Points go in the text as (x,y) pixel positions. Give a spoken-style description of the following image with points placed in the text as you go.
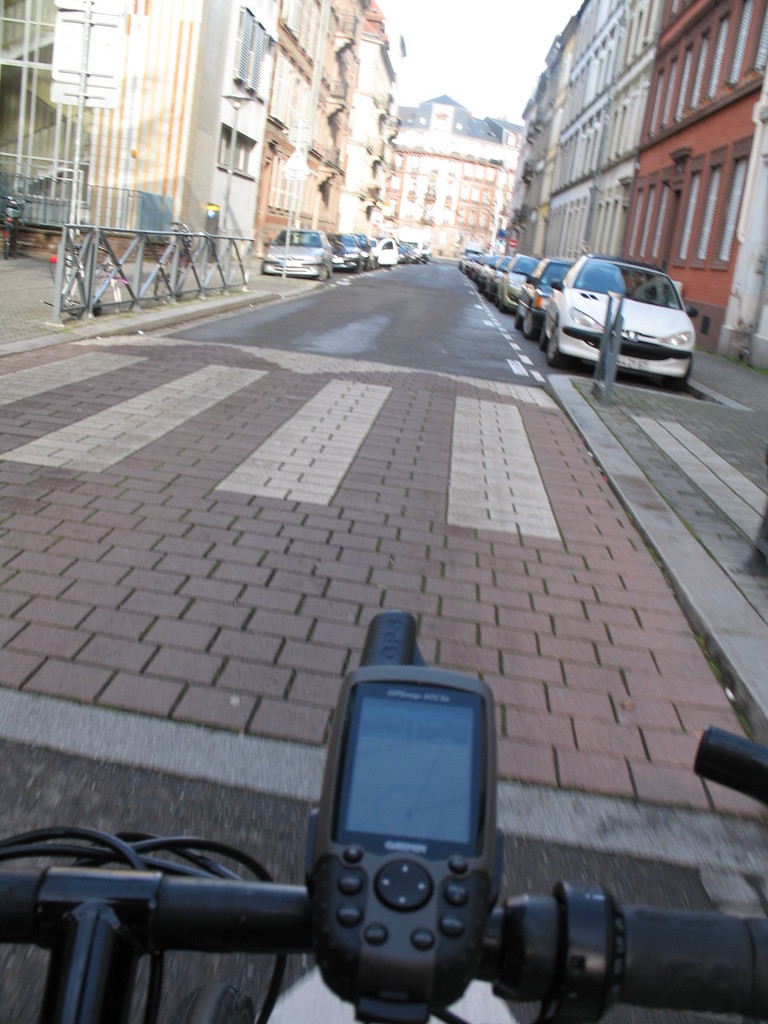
In the foreground of this image (340,919), on the bottom (387,948), it seems like a bicycle (553,941). In the background (463,325), there is a road (405,274), few vehicles (554,265), side path (717,368), buildings (324,173) and the sky (436,56).
